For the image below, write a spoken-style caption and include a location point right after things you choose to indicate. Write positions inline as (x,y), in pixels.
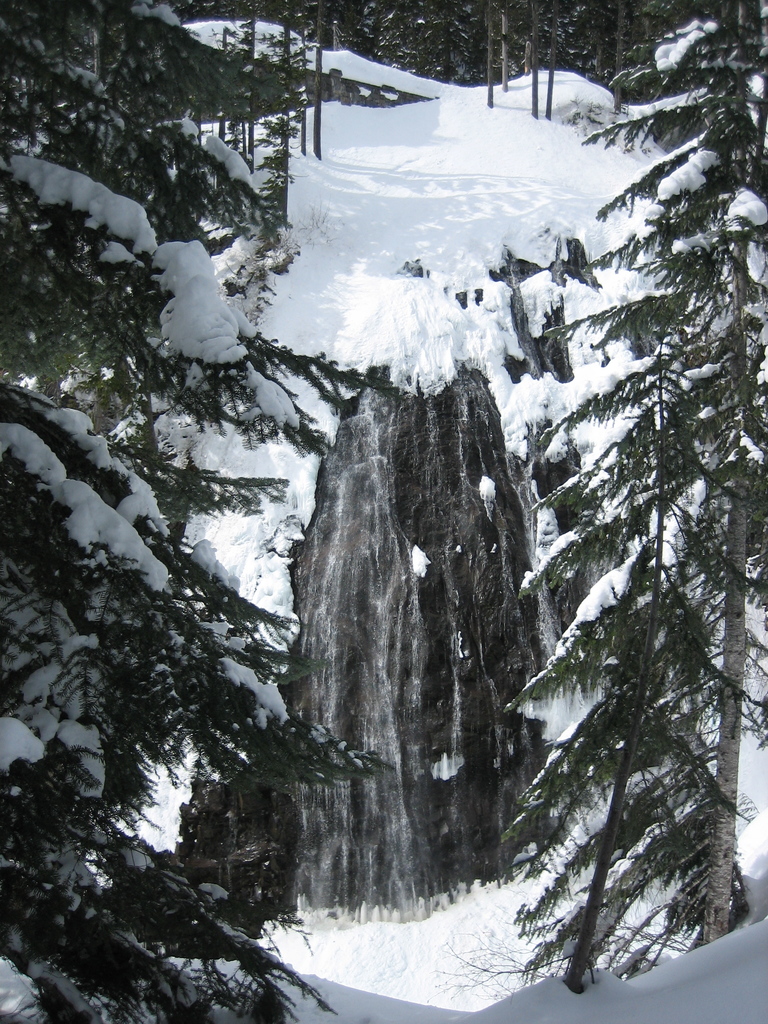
In the image there are trees (675,660) covered with snow (212,300). And there is a rock (408,686) with snow (504,316). At the top of the image (579,53) there is snow (452,103) with trees (503,60).
